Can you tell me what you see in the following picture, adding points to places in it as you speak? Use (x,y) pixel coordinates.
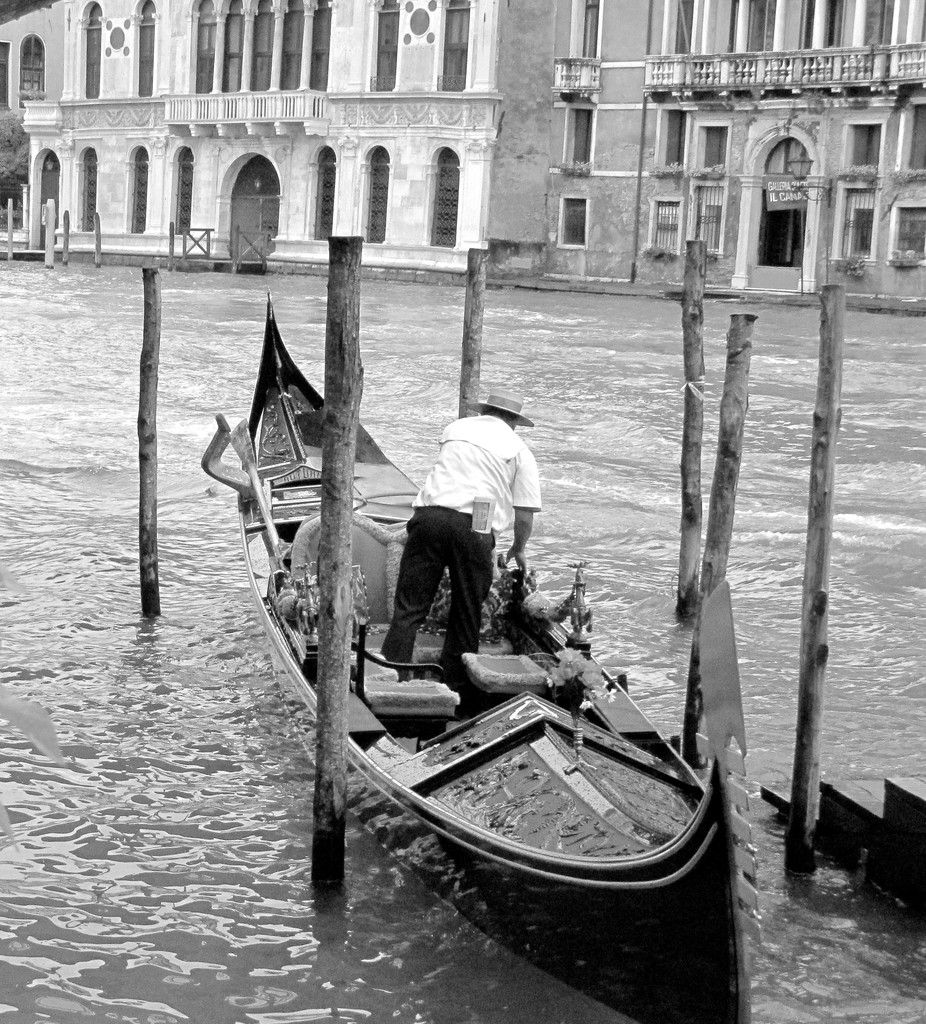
In this image we can see a ship (635,757) in the water (549,547). Here we can see a man (515,487) and wooden chairs (392,597) in the ship (297,628). In the background (328,163), we can see the buildings (652,159).
